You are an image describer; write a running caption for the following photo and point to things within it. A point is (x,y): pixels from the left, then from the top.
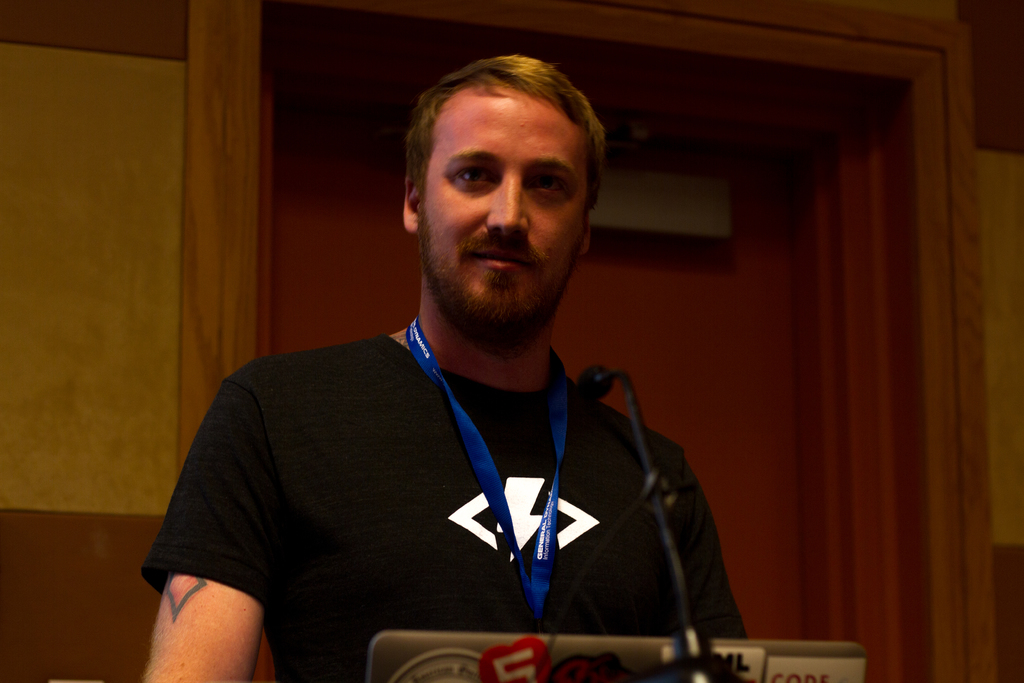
In the background (633,279) we can see the wall (61,252) and it seems like a door (298,206). In this picture we can see a man (330,504) wearing a black t-shirt (453,514) and a blue tag (549,509). At the bottom portion of the picture (478,658) we can see the partial part of a laptop (379,656) and we can see a microphone (633,427).
